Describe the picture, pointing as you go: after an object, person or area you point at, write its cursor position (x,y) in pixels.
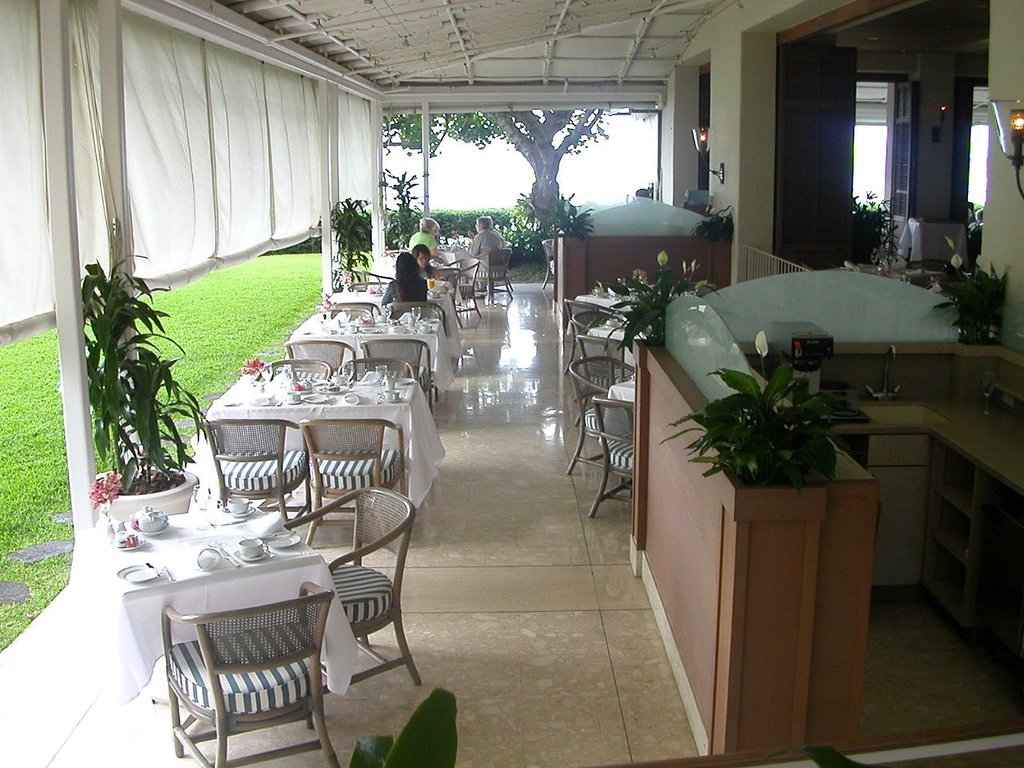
In this image there are a few people (400,269) sitting in chairs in a restaurant (377,343), around them there are tables (302,414) and chairs (340,352) on the tables (353,330) there are cups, napkins (275,518), forks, knives (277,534) and some other objects (304,385), beside them there are counters (670,347) with plants (763,458) on it, behind them there is a tree (544,188) and there is a curtain (200,180), at the top of the image (555,23) there is a metal rooftop (401,34) with metal rod pillars (324,267) and there are lamps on the wall (681,139).
